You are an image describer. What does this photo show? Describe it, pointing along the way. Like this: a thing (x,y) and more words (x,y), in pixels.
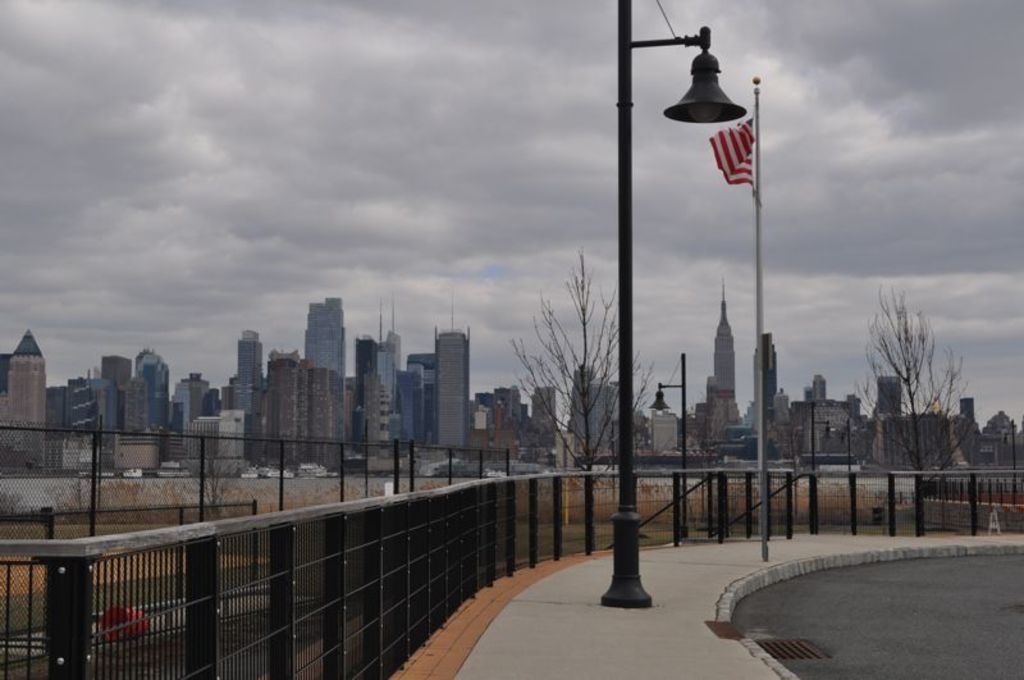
This is the picture of a city (646,445). In the foreground (543,577) there are poles (621,68) on the footpath (701,591) and there are lights (695,106) and there is a flag (723,149) on the poles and there are trees (902,437) on the footpath (557,608) and there is a railing (536,536) on the footpath (451,679) and there is a manhole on the road (843,630). At the back (664,426) there are buildings (513,392) and trees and there are boats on the water (266,482). At the top (435,172) there is sky (479,271) and there are clouds (369,217). At the bottom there is a footpath (533,598) and there is a road (926,593).
